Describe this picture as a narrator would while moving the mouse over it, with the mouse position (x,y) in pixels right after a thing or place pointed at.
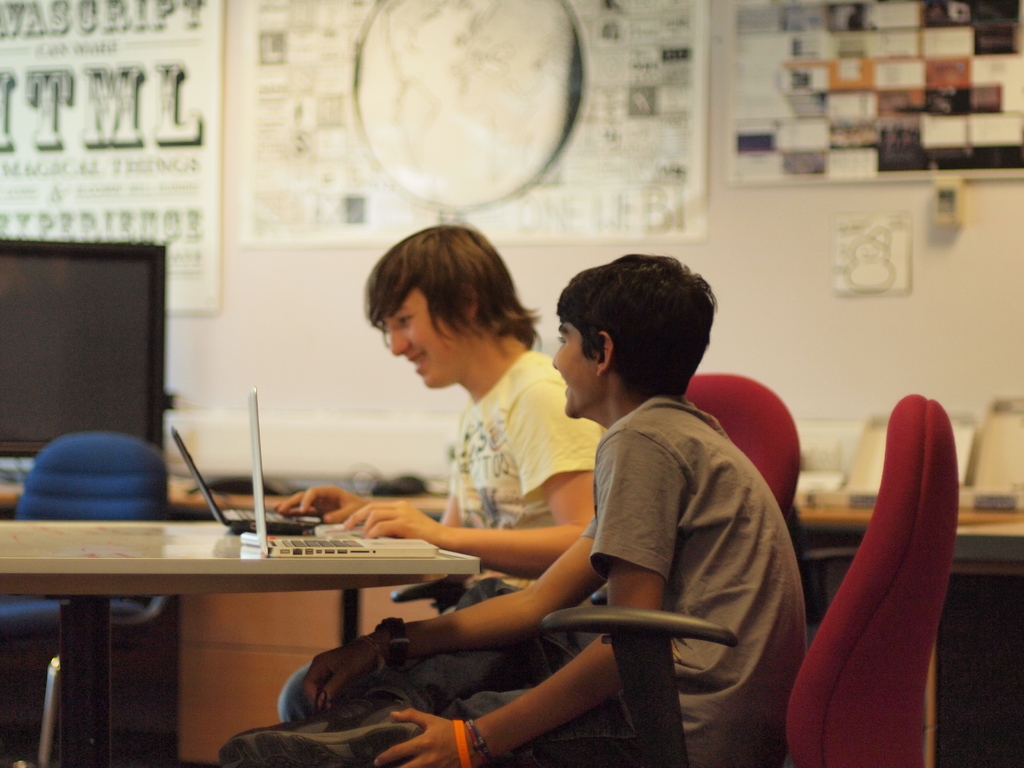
In this picture we can see two persons (616,535) are seated on the chair (822,670), and they are smiling, in front of them we can find couple of laptops (348,543) on the table (170,527), we can see some wall posters (366,180) on the wall (228,170).
